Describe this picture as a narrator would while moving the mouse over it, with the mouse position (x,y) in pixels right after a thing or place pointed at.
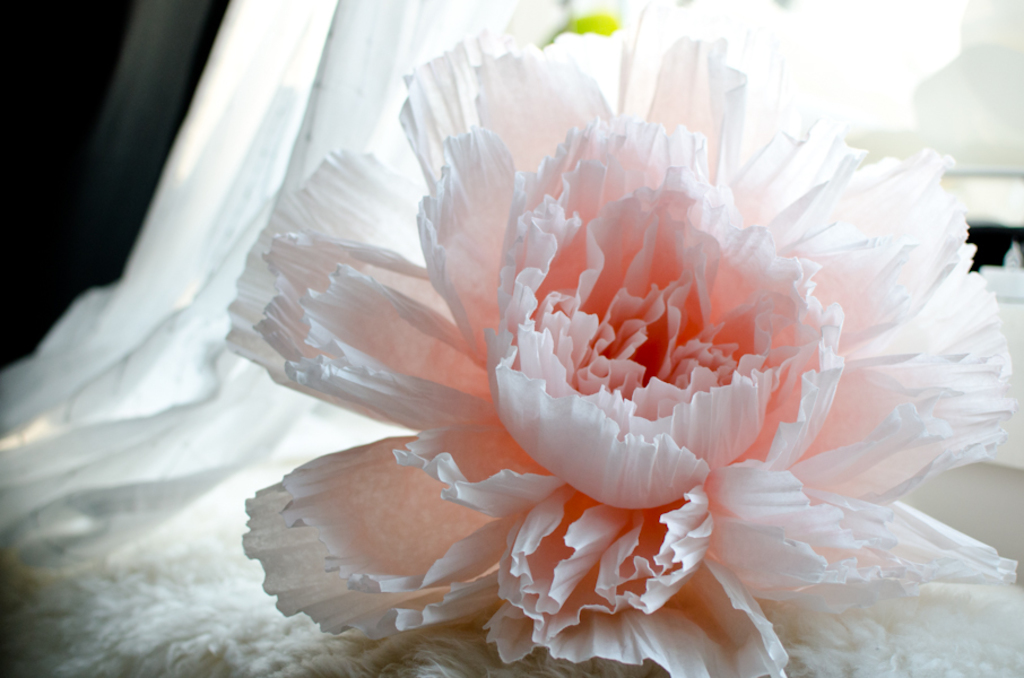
In the center of the image (364,267) there is a flower (775,343).
